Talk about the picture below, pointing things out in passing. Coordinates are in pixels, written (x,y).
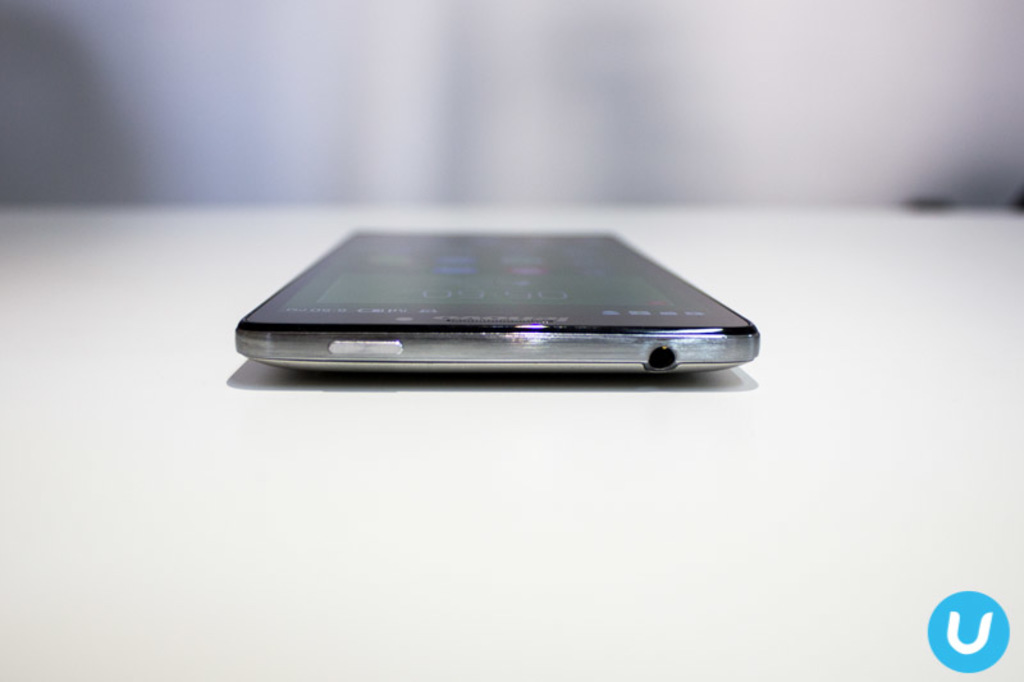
This image is taken indoors. At the bottom of the image (630,561) there is a table (210,250). In the background (334,121) there is a wall (558,146). In the middle of the image (452,274) there is a mobile phone (541,346) on the table (644,533).
